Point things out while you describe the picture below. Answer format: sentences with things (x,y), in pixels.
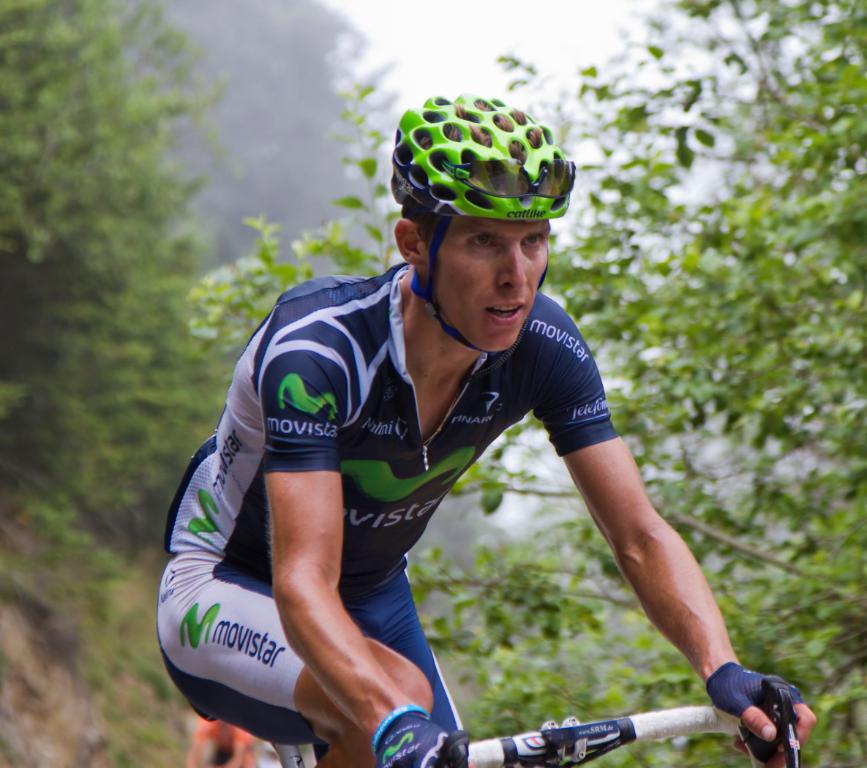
In the image in the center (408,312), we can see one person (404,522) riding a cycle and he is wearing a helmet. In the background (714,28) we can see the sky (726,16) and clouds (701,32).
